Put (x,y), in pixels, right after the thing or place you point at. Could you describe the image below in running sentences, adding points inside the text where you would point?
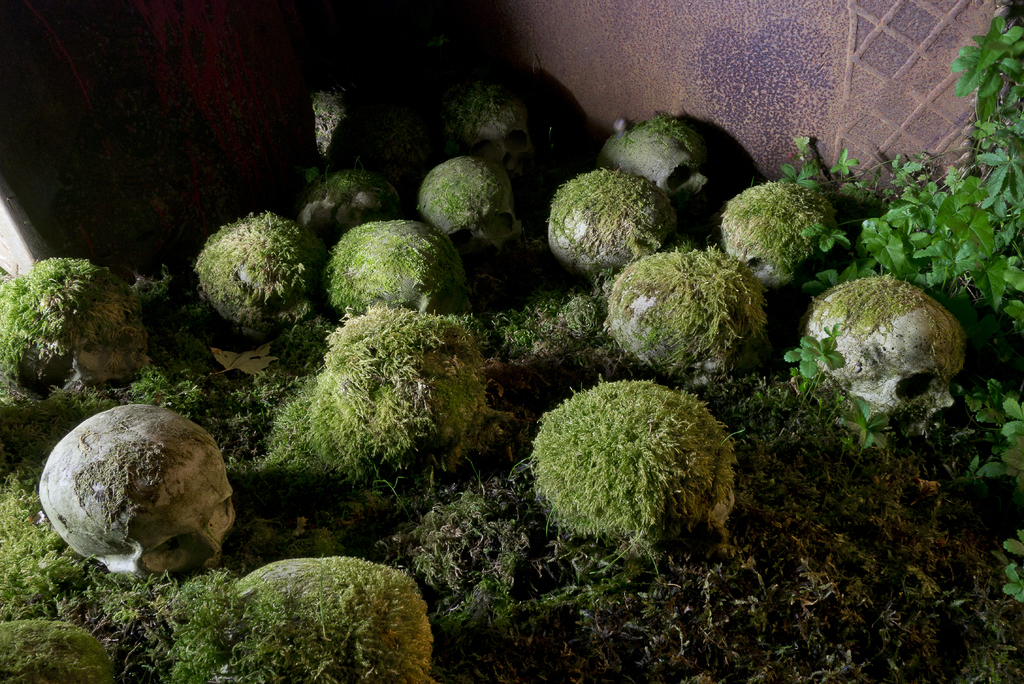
In this image we can see one wall (950,43) in the background (597,43), some objects (879,327) with grass (867,321) looks like skulls (372,677), one white object (17,247) on the left side of the image (20,231), one leaf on the ground (82,568), some plants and grass (603,297) on the ground (496,399).
